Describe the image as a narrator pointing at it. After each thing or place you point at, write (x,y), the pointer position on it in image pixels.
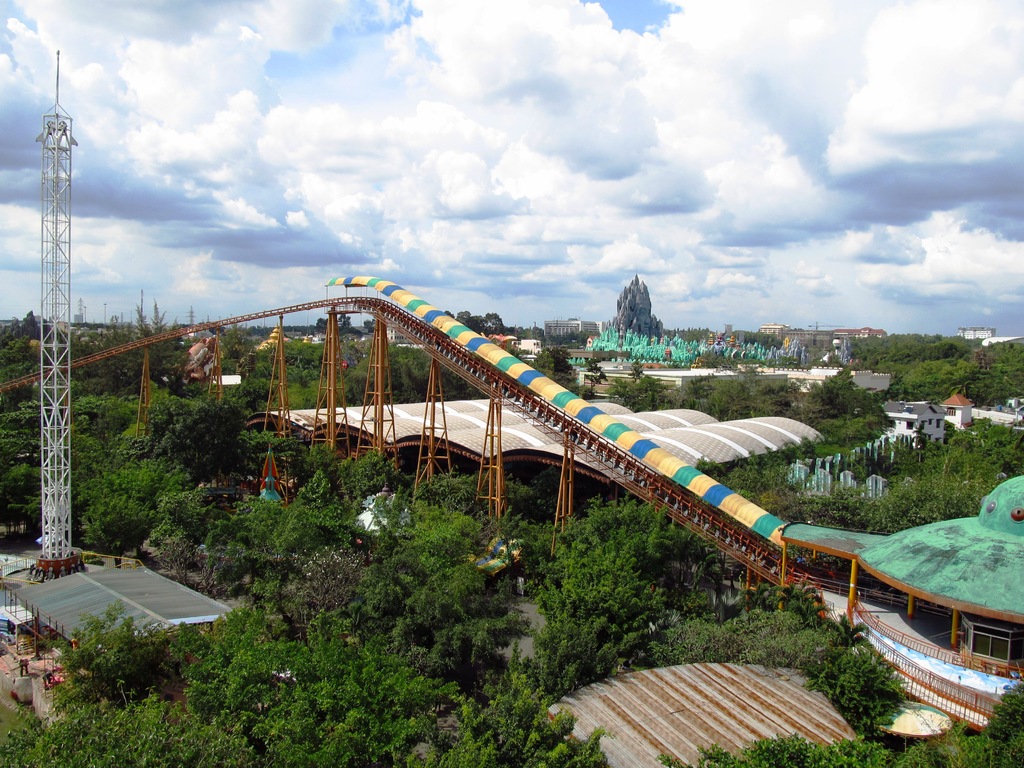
In this image we can see few trees (344,638), there are some buildings (807,372), sheds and towers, also we can see a roller coaster (487,496) and in the background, we can see the sky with clouds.
